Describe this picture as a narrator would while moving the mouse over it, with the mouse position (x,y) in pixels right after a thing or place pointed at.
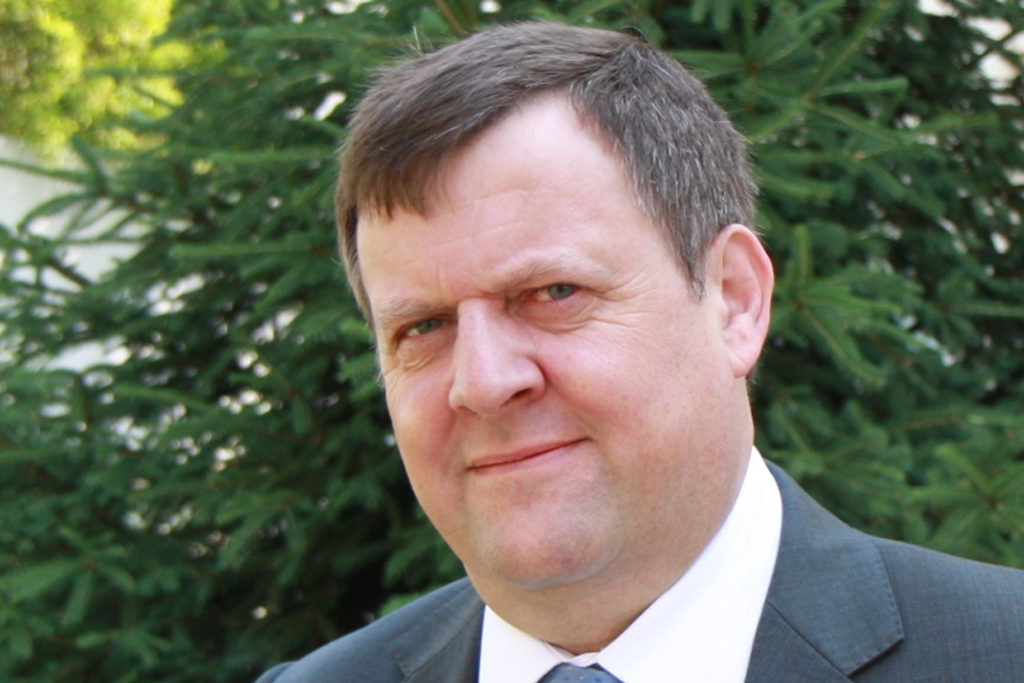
Here we can see a person face (548,321). He is looking forward. Background (290,62) it is blur. We can see trees (407,22).
